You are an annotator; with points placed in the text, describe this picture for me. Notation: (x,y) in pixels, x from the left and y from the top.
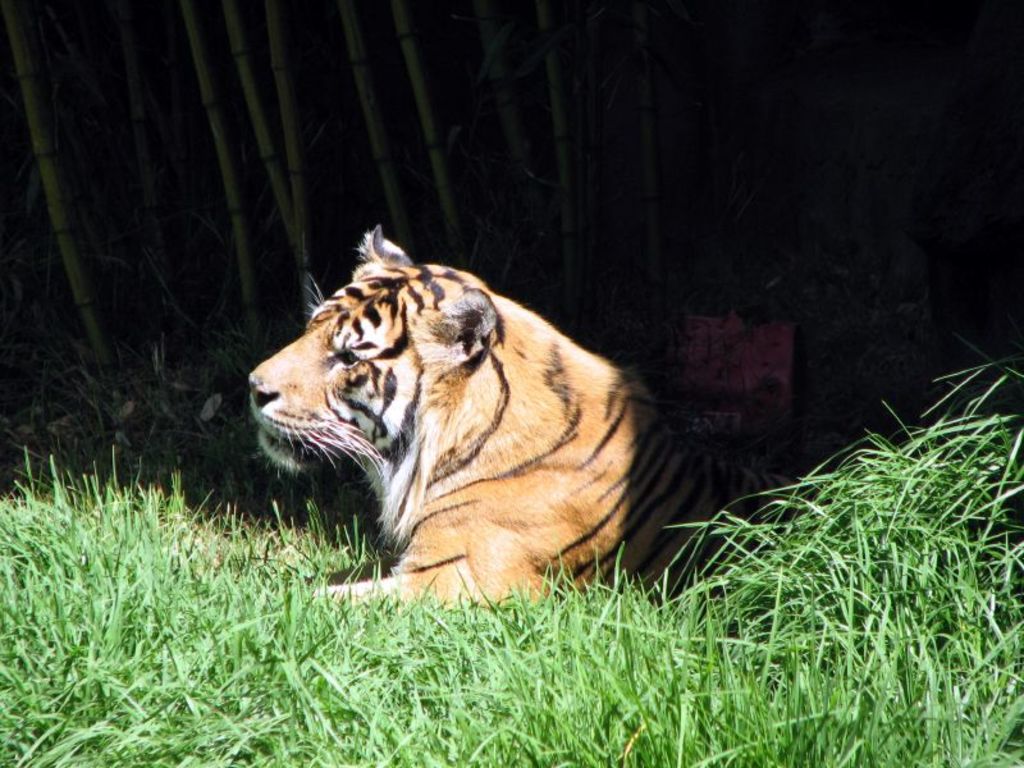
This is the picture of a tiger (551,471) which is on the grass floor (329,558).
